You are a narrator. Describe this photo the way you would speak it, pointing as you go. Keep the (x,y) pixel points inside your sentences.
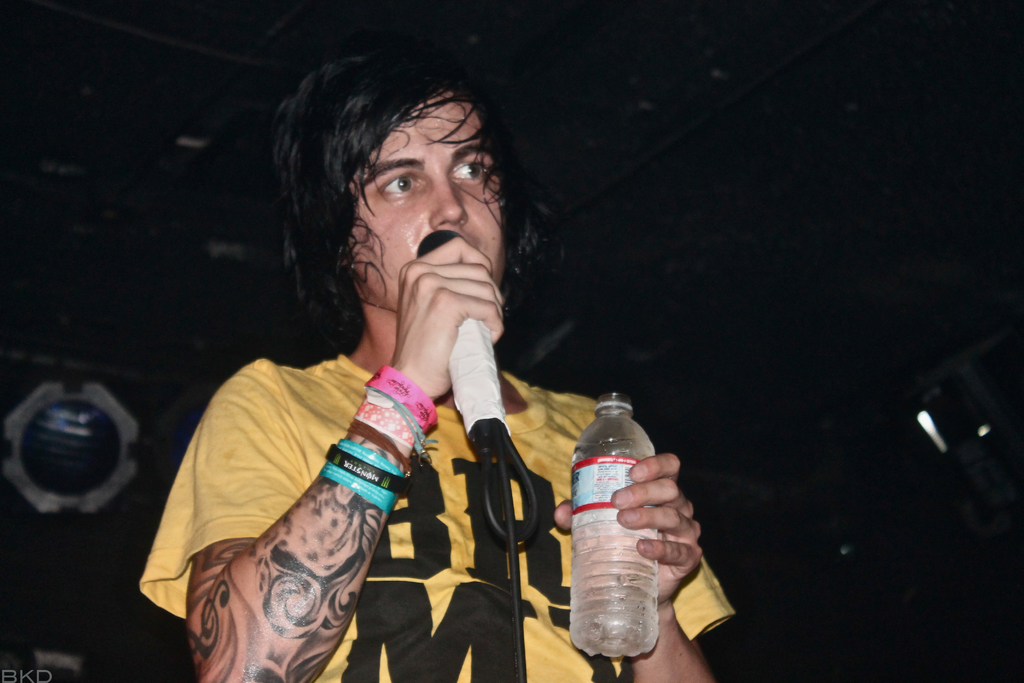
A person (398,500) wearing a yellow and black t shirt (440,538) is holding a mic (473,385) and bottle (599,604). And there are wrist bands (389,434) on the hands (358,501).
